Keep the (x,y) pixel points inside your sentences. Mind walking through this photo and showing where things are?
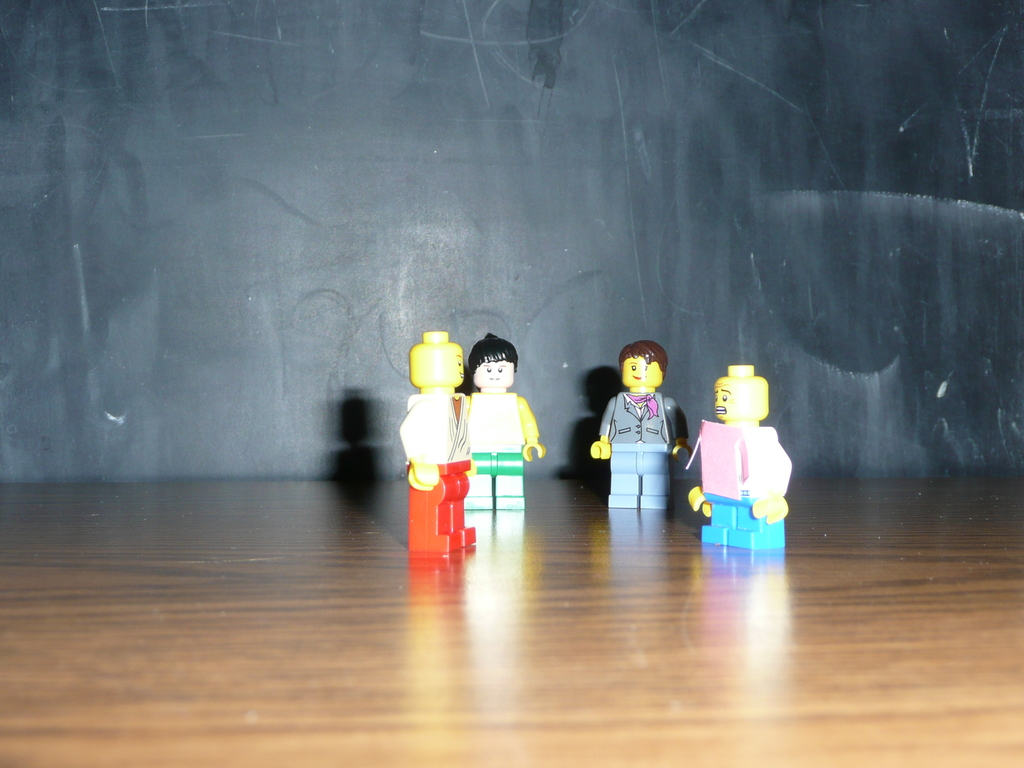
In this image I can see four toys (538,443). The background (583,388) is black in color.
